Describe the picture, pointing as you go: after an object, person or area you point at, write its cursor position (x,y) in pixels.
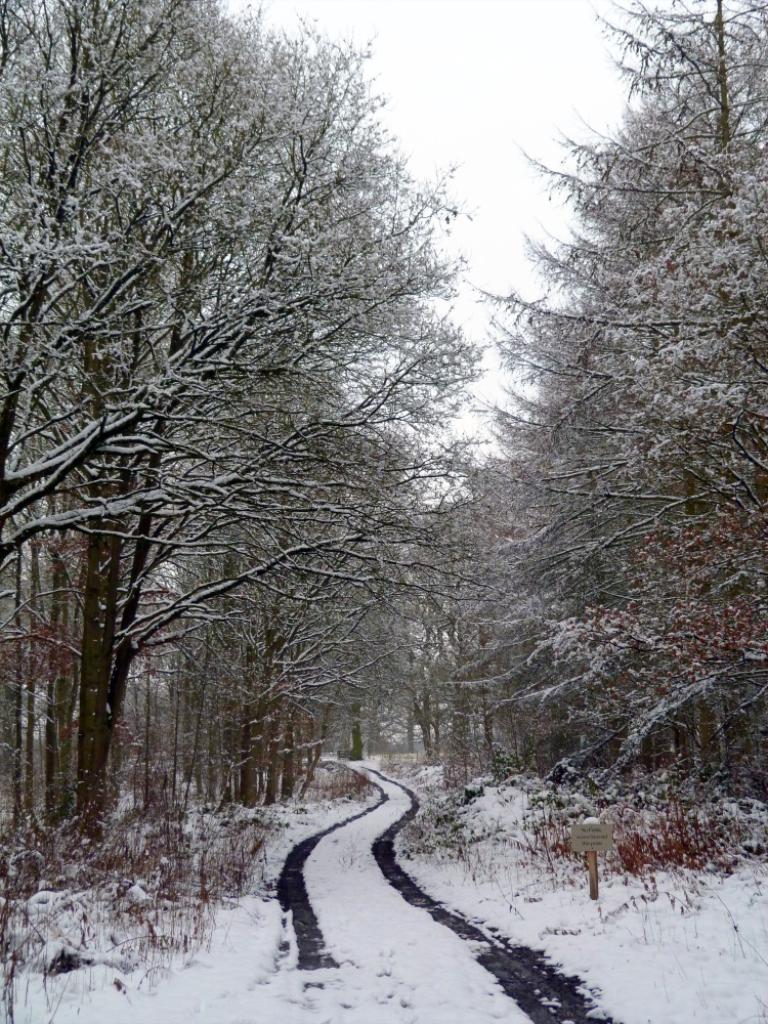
Here, at the middle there is a road (364,850), we can see snow (367,821) on the road (373,977), there are some trees (170,453), at the top (459,91) there is a sky (505,76) which is cloudy.
